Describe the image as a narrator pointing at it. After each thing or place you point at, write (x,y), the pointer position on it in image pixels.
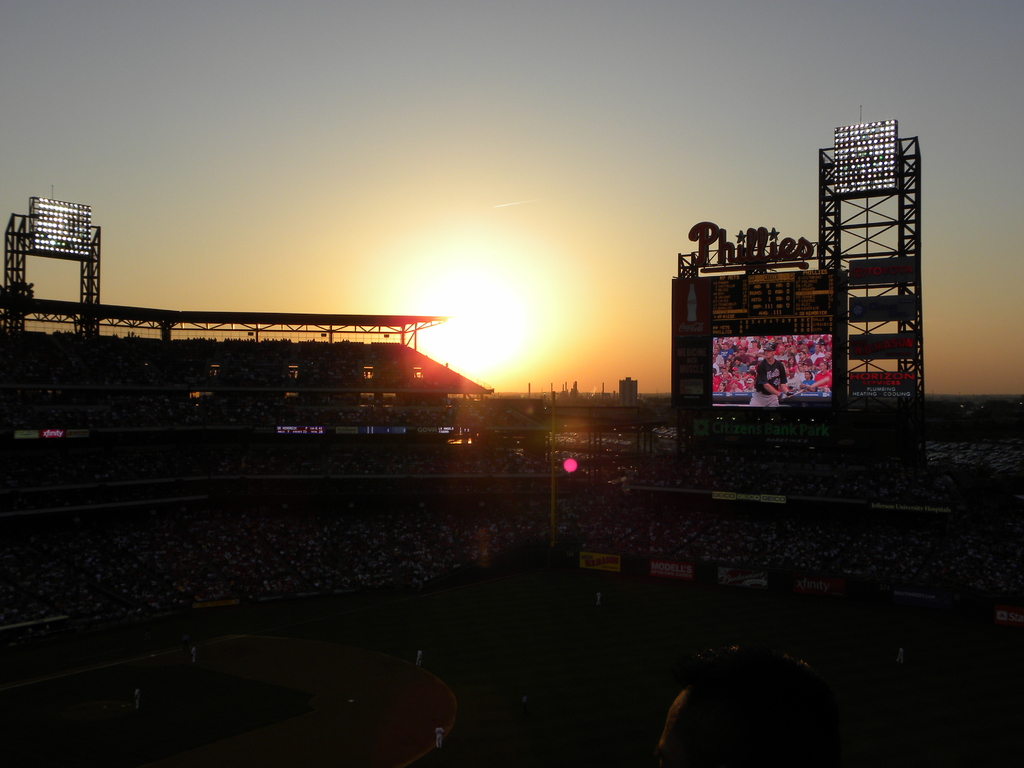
In this image I can see a screen (747,363) and on it I can see few people (766,360). I can also see something is written over here and in background (532,222) I can see the sky (280,251) and the sun (494,340). I can also see this image is little bit in dark.
